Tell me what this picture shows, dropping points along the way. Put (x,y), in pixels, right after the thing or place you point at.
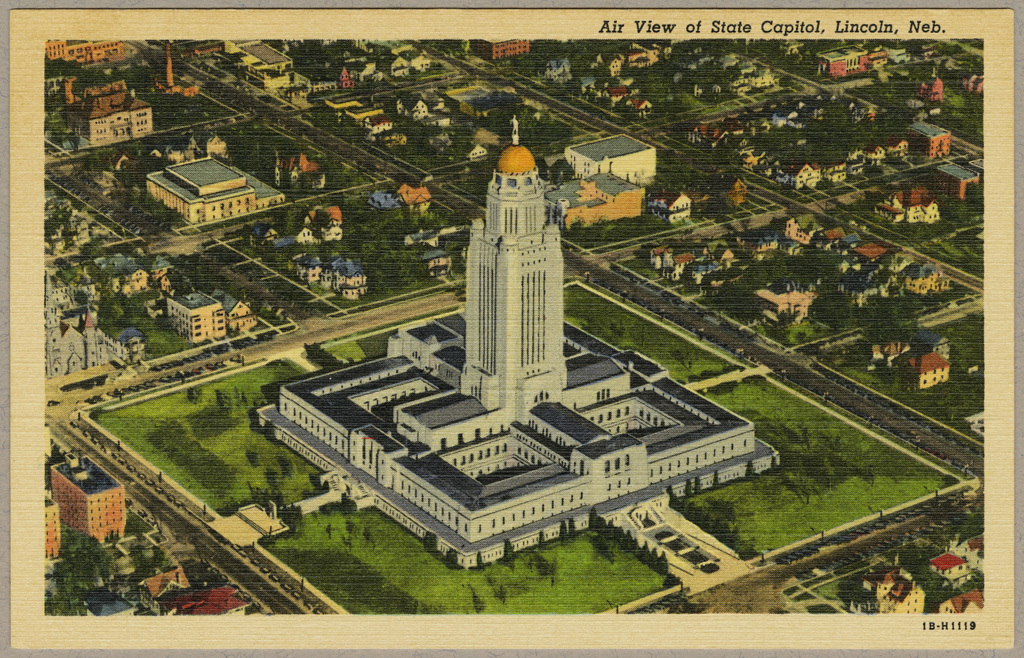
In this picture there is a drawing poster (265,536) of the whole city (257,331). In the front (530,438) we can see the white color long tower (525,279) with yellow dome (523,156) on the top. Behind there are many building (873,258) and trees (962,345).
